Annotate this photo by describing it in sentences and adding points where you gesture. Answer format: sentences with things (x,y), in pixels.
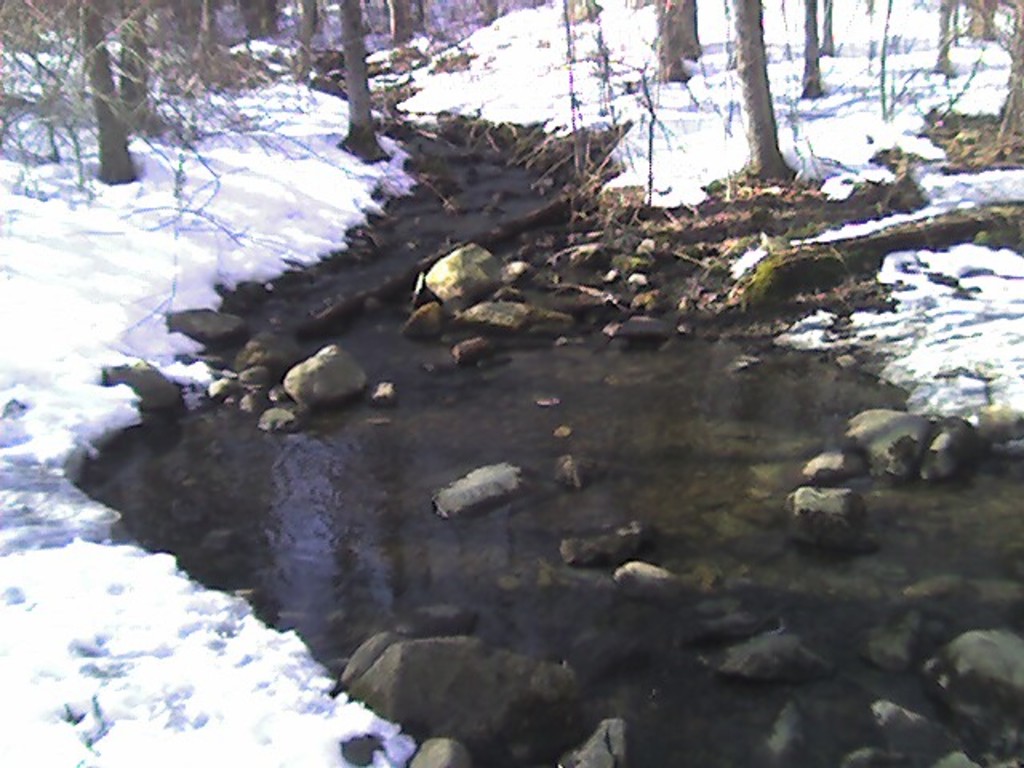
Here I can see a river (558,380). On both sides of the river (210,421) I can see the snow (935,345). There are some stones (473,278) in the water (478,439). In the background (139,41) there are some trees (255,36).
